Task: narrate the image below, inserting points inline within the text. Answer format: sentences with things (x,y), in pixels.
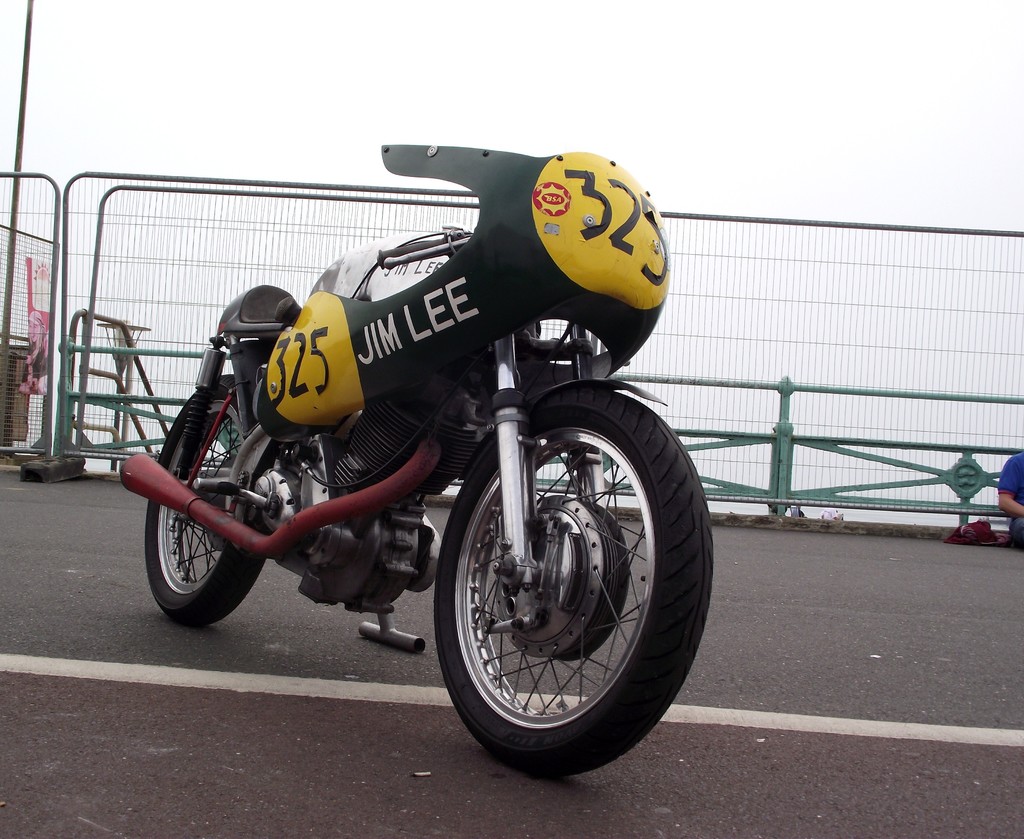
In this image we can see a motorbike (406,544) on the road (414,720) and in the background (976,411), we can see the fence (787,374) and there is a person (1006,492) on the right side of the image (1005,507).
